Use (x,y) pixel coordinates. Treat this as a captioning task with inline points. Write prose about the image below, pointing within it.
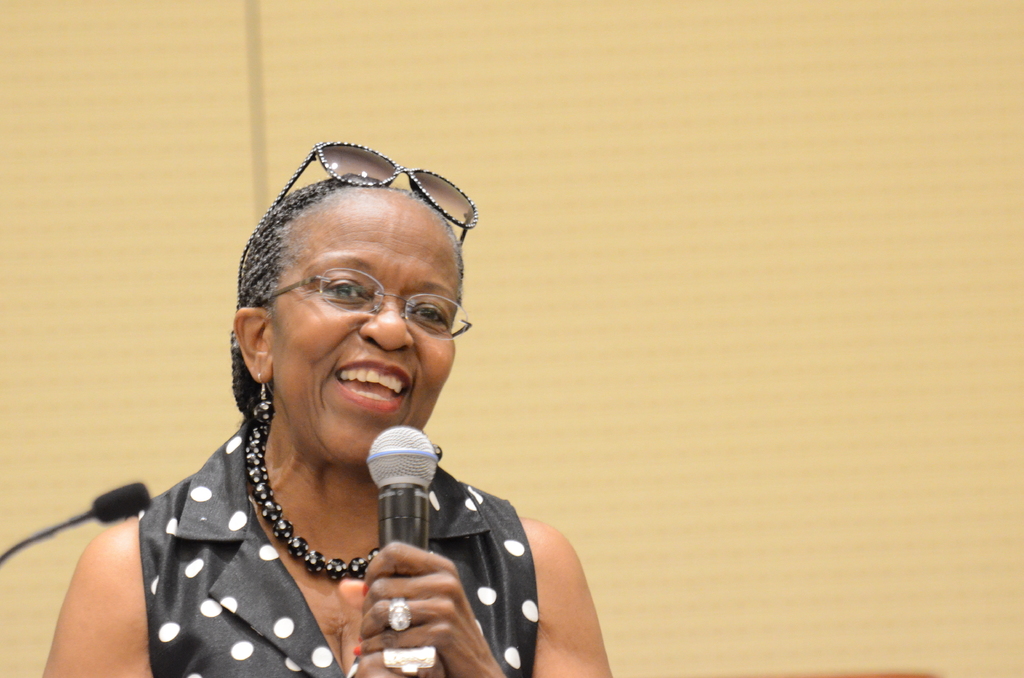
On the left (297,411) we can see a woman (297,411) is holding a mic (386,537) in her hands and she is smiling and there is goggles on her head (321,393) and spectacles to her eyes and we can also see a microphone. In the background (387,117) we can see a wall (387,117).
